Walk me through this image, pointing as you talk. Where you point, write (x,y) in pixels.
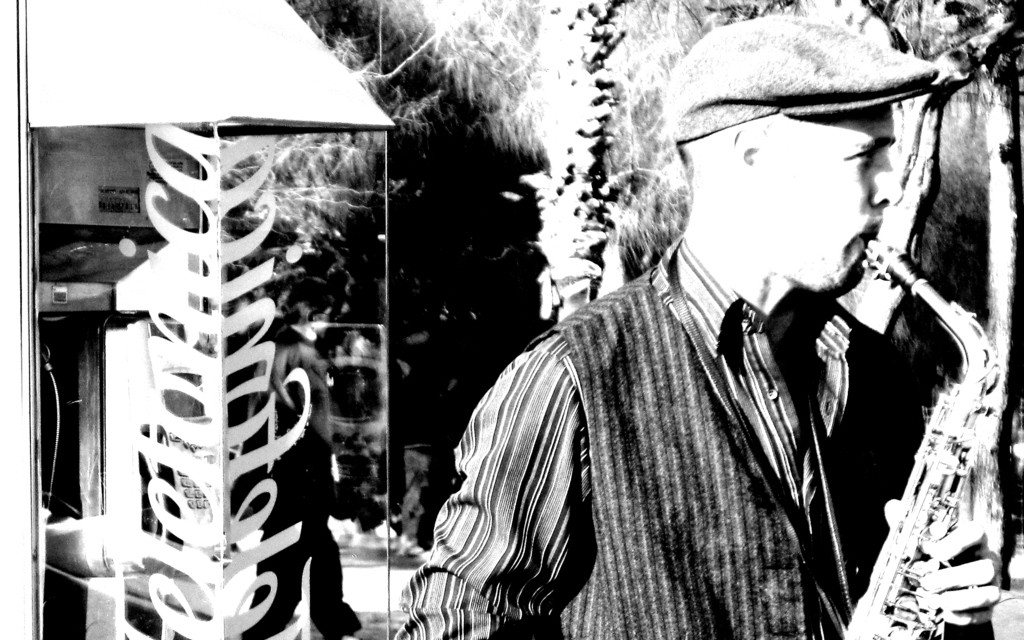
This is a black and white image. In this image we can see a man (565,392) holding a saxophone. We can also see some trees (473,296).
